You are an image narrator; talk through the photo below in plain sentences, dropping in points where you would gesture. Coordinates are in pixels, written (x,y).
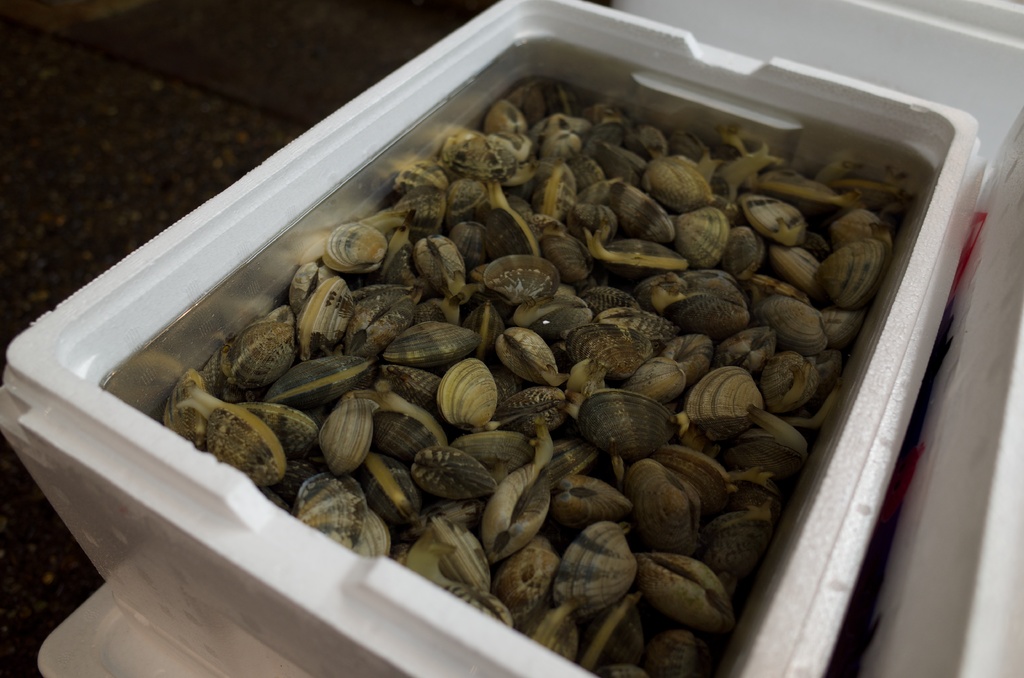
In this picture, we see a white box (212,496) or a bowl (219,594) containing the cockles (481,267). In the left top (110,124), it is black in color. In the background (663,10), it is white in color. On the right side (976,438), we see an object (937,536) in white color.
